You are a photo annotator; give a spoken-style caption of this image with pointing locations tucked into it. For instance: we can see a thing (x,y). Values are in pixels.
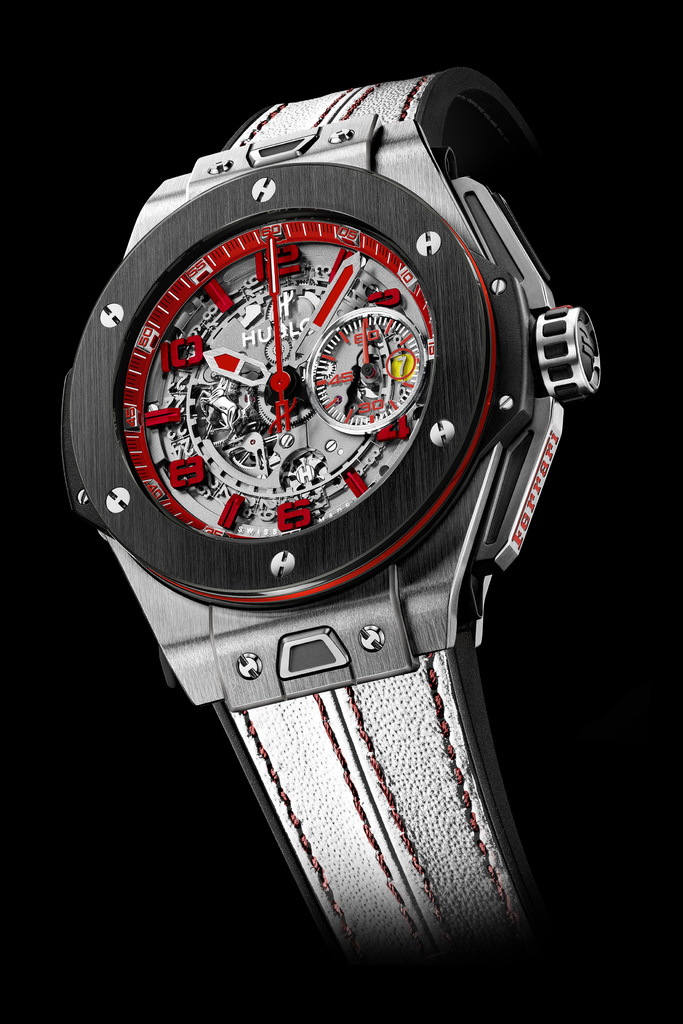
In this image I can see the watch (415,721) and the watch (395,535) is in black and gray color and I can see the dark background (656,624).
